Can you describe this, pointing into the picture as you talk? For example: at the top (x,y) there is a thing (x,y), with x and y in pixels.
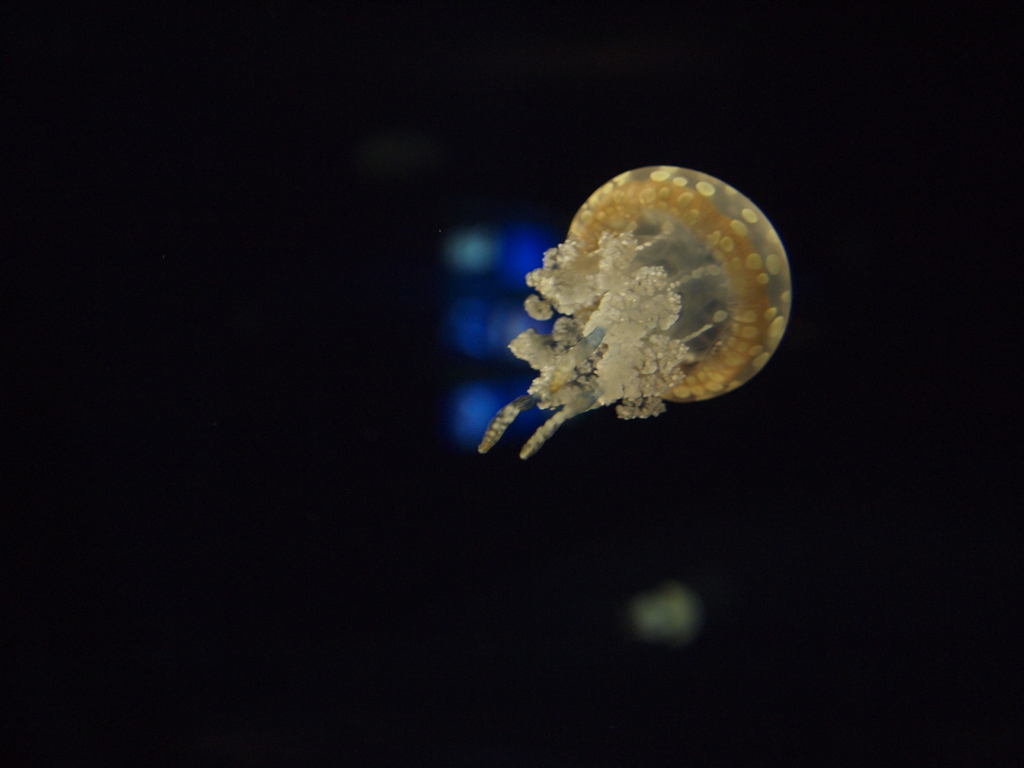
In this picture I can see in the middle (536,351) it looks like a jellyfish (699,322).
